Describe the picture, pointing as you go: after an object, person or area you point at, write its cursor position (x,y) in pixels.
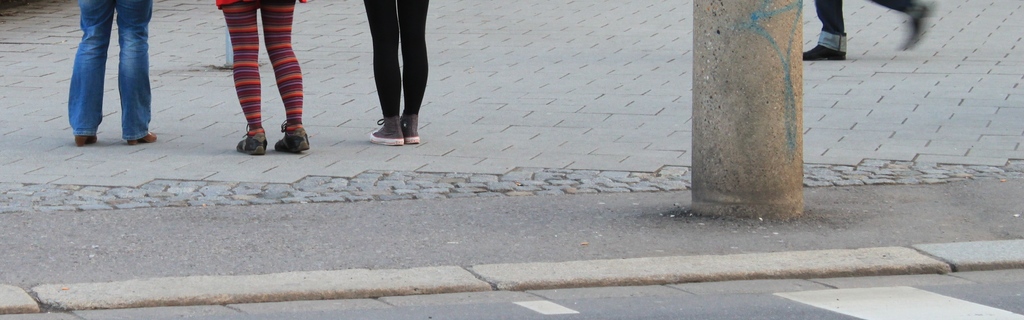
At the bottom of this image (577,306) I can see the road (568,307). At the top of the image (380,66) I can see three person's legs (237,49) on the ground (349,155). On the right side (838,25), I can see a person (846,47) is walking and also there is a pillar (750,122).
